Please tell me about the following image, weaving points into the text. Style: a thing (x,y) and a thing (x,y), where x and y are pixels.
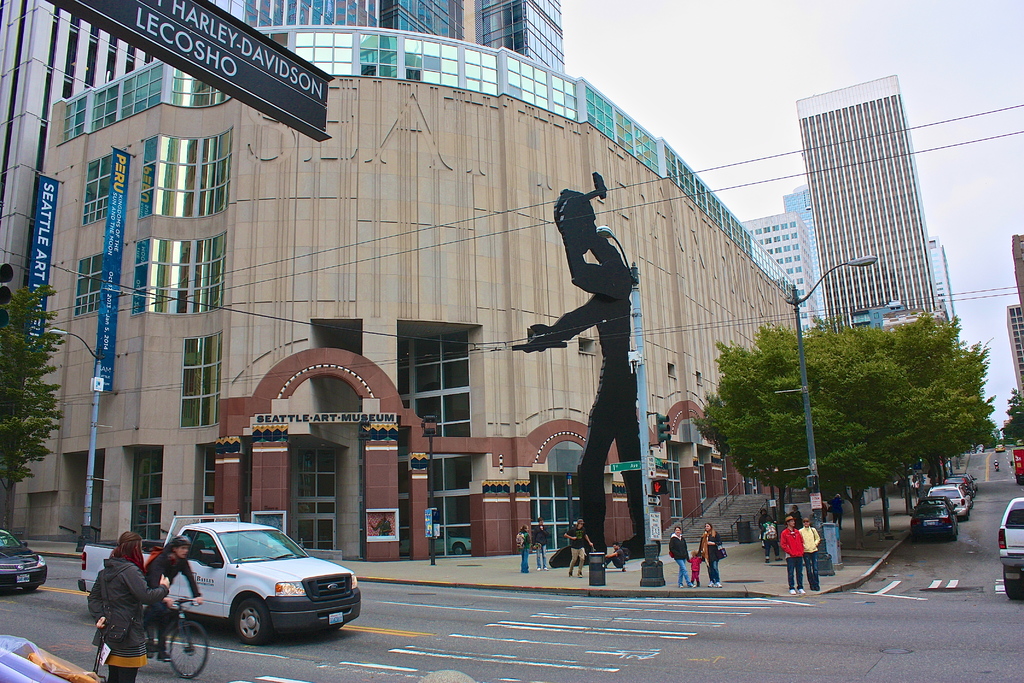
In this picture we can see a person (168,577) riding a bicycle (184,620), vehicles (1008,537) on the road (734,671), name boards (261,46), banners (33,235), trees (924,395), poles (647,502), buildings (422,263), some objects (600,582), some people (696,573) are standing on the footpath (480,584) and in the background (745,87) we can see the sky (860,71).
